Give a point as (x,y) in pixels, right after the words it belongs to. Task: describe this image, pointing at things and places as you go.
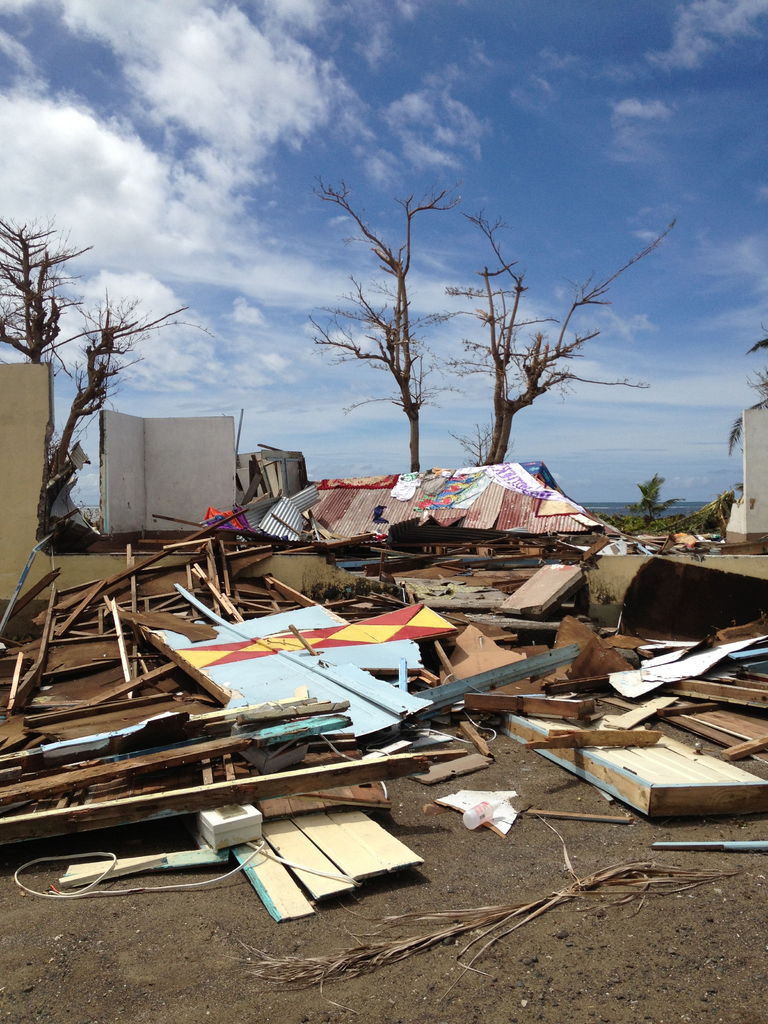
In this picture we can see some wooden sticks (234,801) on the floor (308,992), trees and sky (65,226).
